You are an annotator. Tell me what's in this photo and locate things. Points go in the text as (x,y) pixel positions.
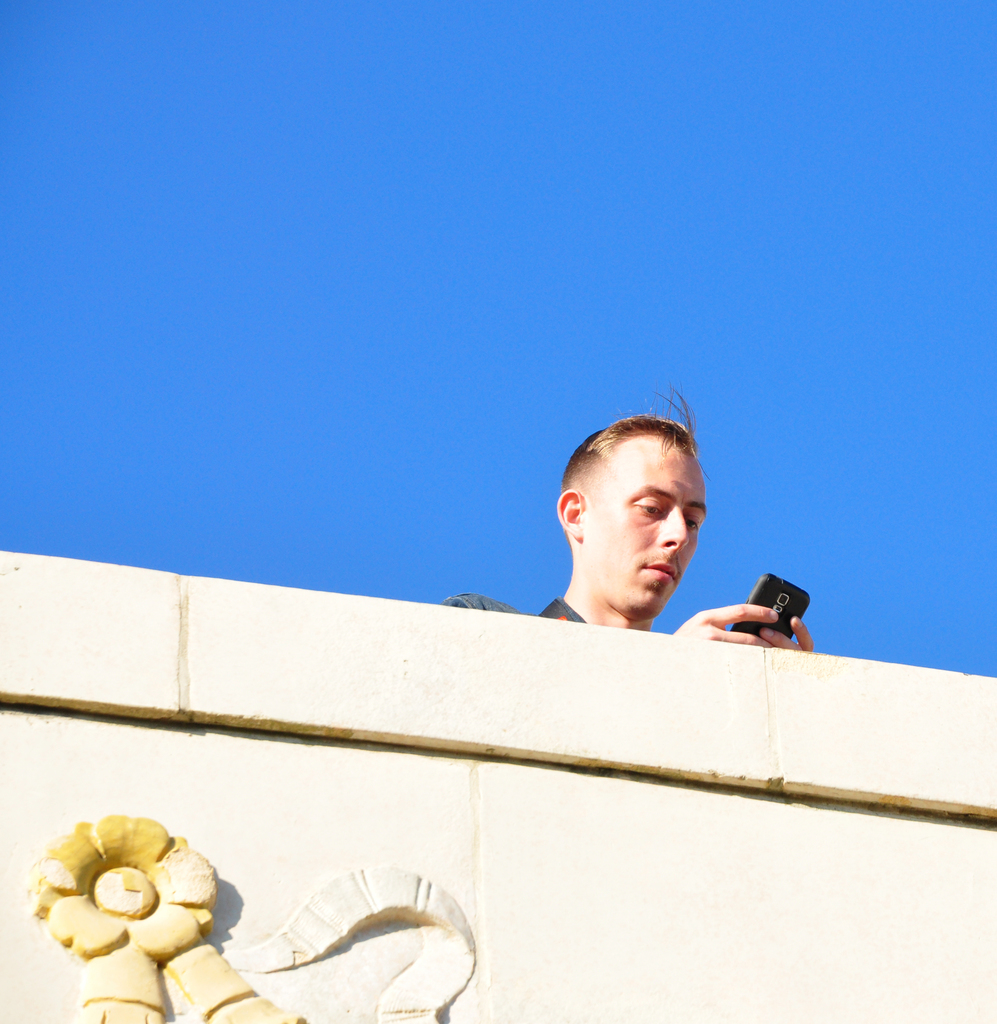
In this image, we can see a person (639,489) is holding a mobile (802,611). At the bottom of the image (643,902), there is a wall (554,935) with carving (465,964). In the background (500,510), there is the sky (923,361).
